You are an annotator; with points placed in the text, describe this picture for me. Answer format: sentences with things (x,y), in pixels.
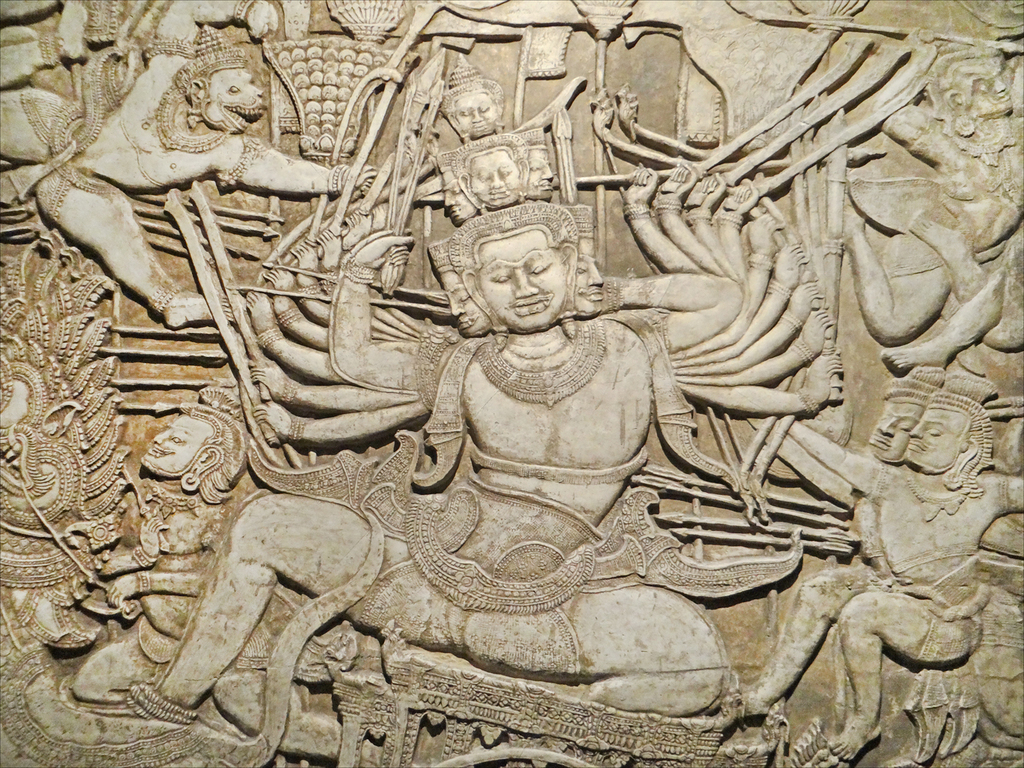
In this picture we can see stone carving (702,309).
